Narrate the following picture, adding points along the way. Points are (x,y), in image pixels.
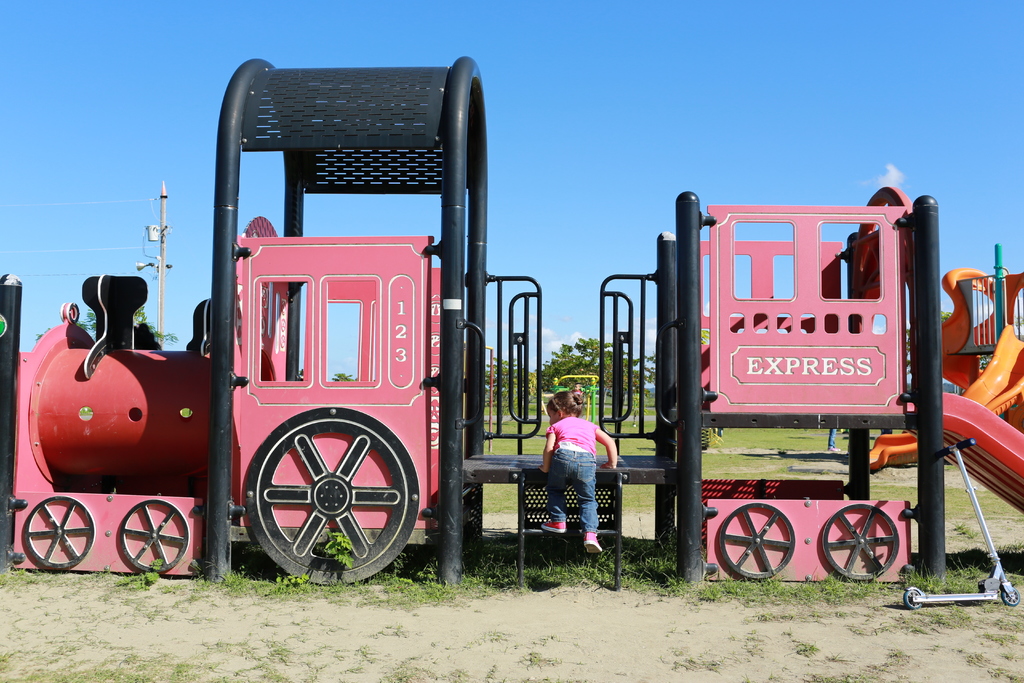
We can see playground equipment (543,397) and a kid (586,438) is climbing the steps (518,501) of an equipment (458,420). In the background (138,318) there are trees (150,328), poles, electric wires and clouds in the sky (768,160). on the right side (986,540) at the bottom (986,540) there is a scooter (986,540) on the ground (988,643).
